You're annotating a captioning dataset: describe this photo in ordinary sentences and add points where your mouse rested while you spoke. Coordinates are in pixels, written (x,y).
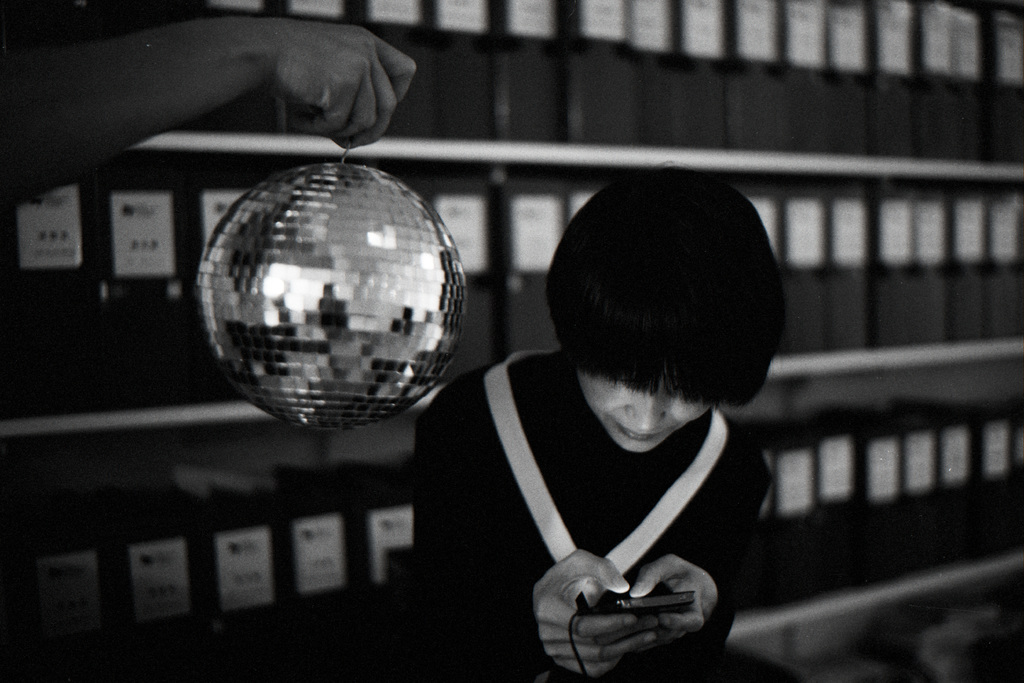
In this image I can see a woman (589,408) and I can see she is holding a phone (601,603). I can also see hand (337,78) of a person (21,103) is holding a disco ball (440,294). In the background (3,216) I can see number of files (728,73) on these shelves (839,257). I can also see this image is black and white in colour.
